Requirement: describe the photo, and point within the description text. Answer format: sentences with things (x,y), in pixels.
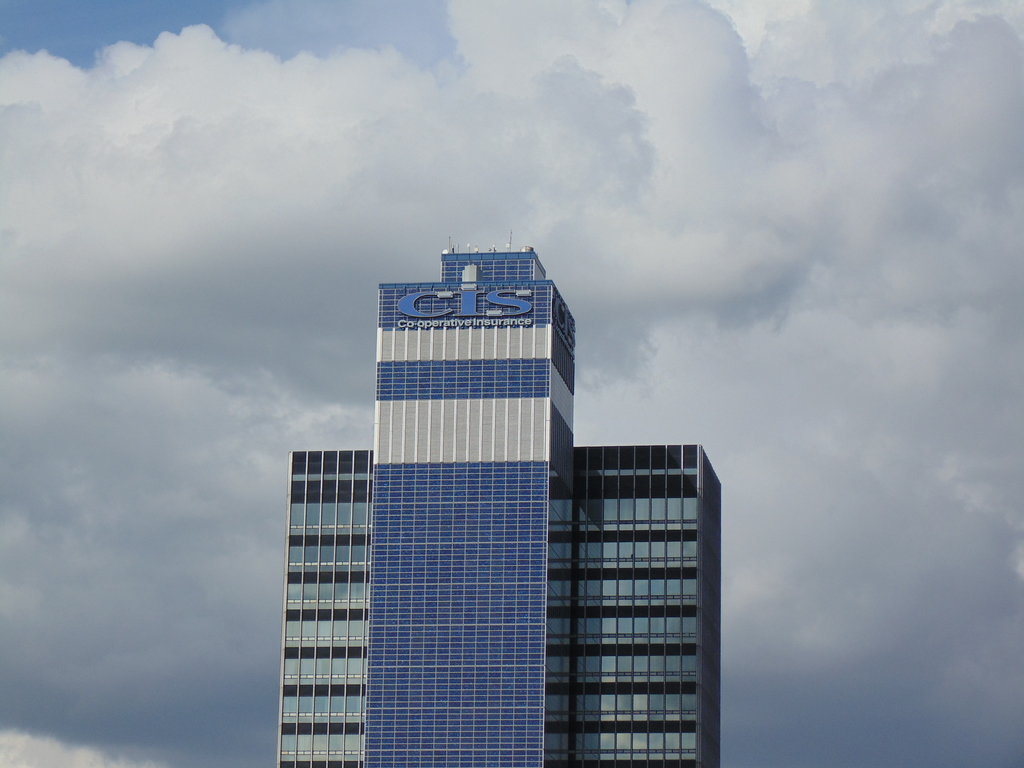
In this image I see the buildings (429,472) and I see words (472,308) written over here and in the background (1,710) I see the clouds (873,5).
